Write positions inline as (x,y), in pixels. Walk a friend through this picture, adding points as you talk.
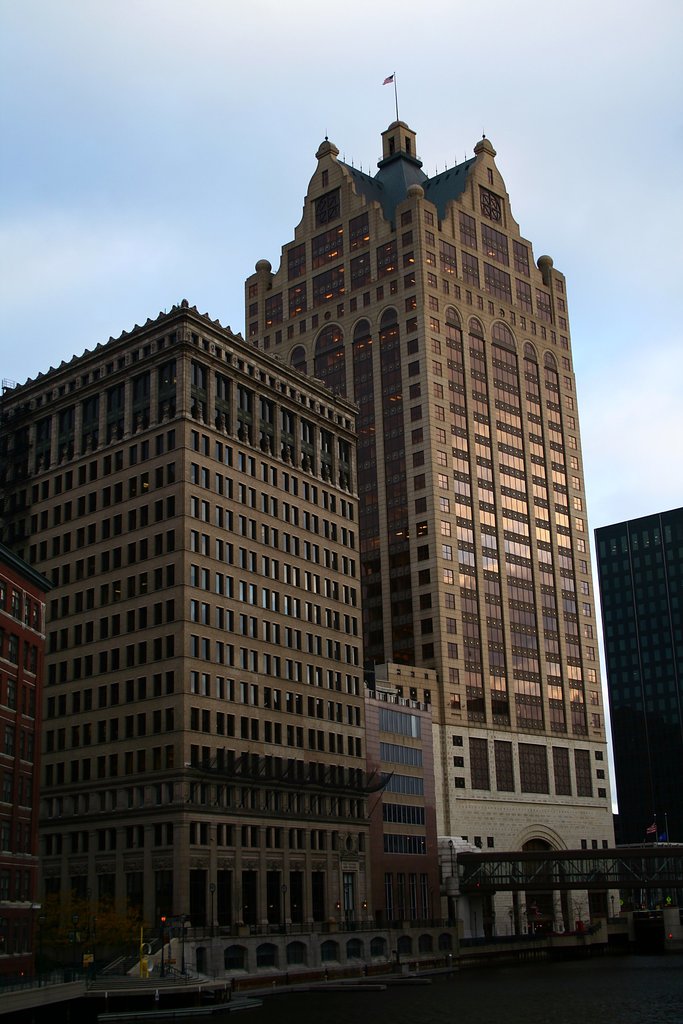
In this image we can see some buildings (464,825) and top of the image (247,138) there is clear sky (378,112).
